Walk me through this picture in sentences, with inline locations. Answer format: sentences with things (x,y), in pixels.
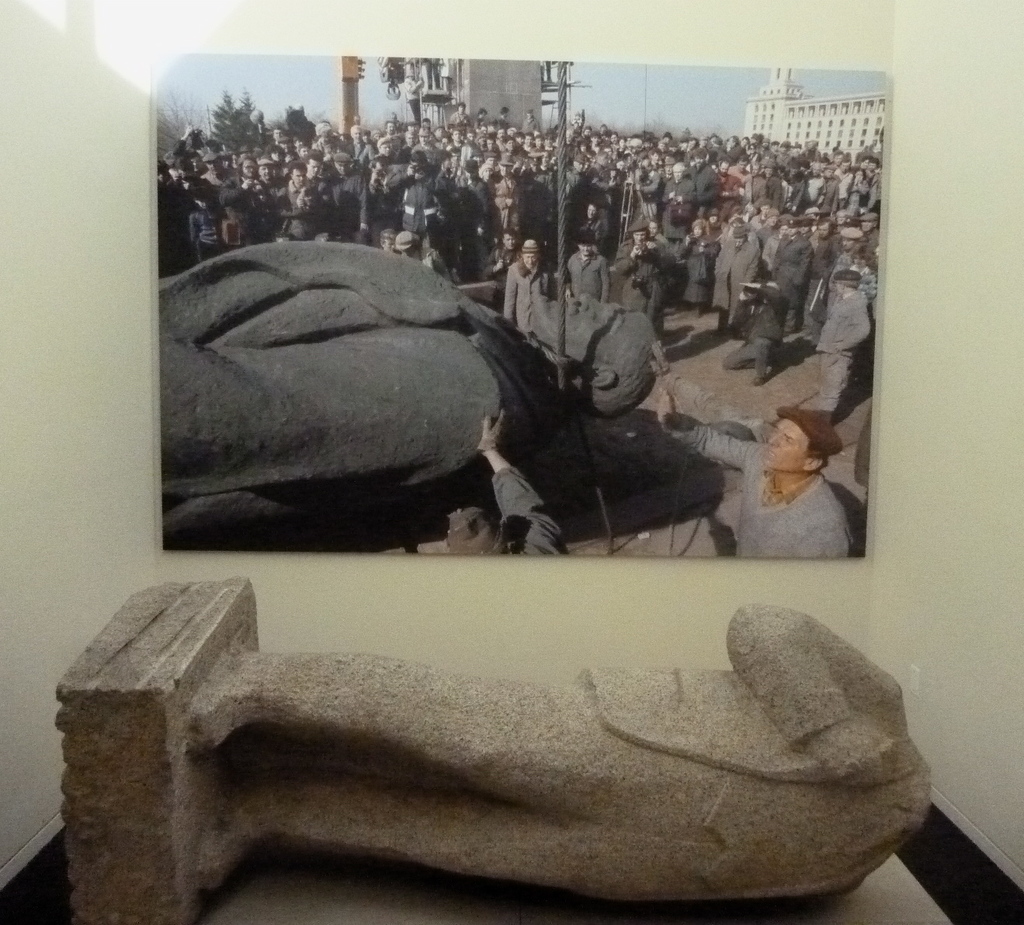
In this picture we can observe a statue (308,726) on the floor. We can observe a photograph (590,312) attached to the wall (84,346). In the photograph (612,335) there is a statue (337,382) which is in grey color and there are some people (433,152) standing. We can observe a wall (10,241) here.
